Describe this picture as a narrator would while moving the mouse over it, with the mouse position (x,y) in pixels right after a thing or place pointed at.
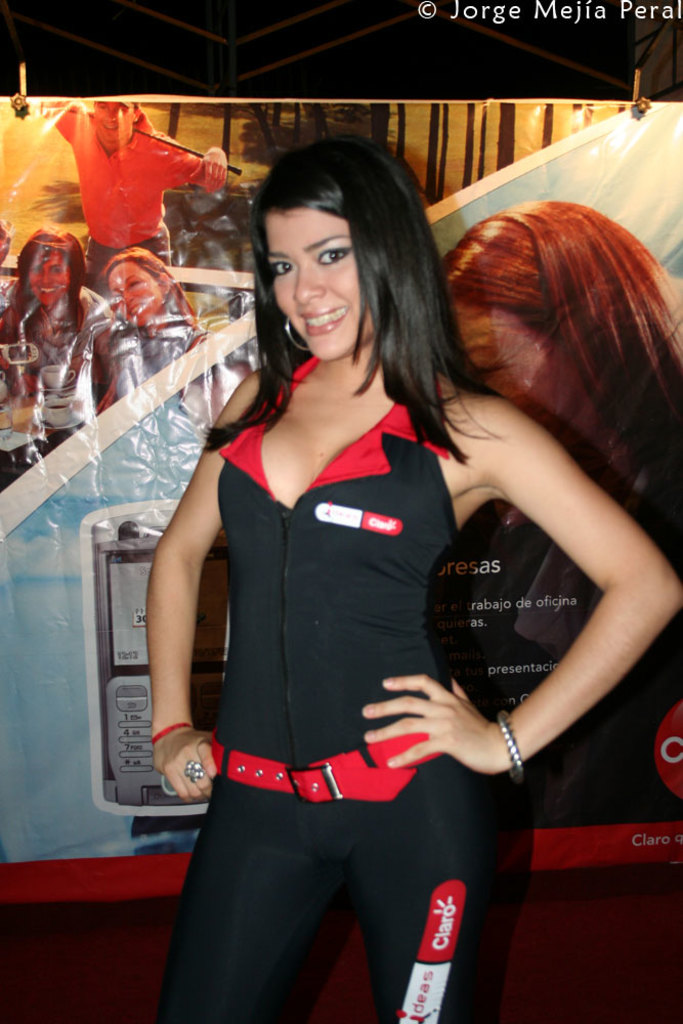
This image is taken indoors. In the background (201,372) there is a poster (38,752) with a few images (618,305) and a text (513,669) on it. In the middle of the image (405,376) a woman (403,584) is standing on the floor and she is with a smiling face (315,354).
